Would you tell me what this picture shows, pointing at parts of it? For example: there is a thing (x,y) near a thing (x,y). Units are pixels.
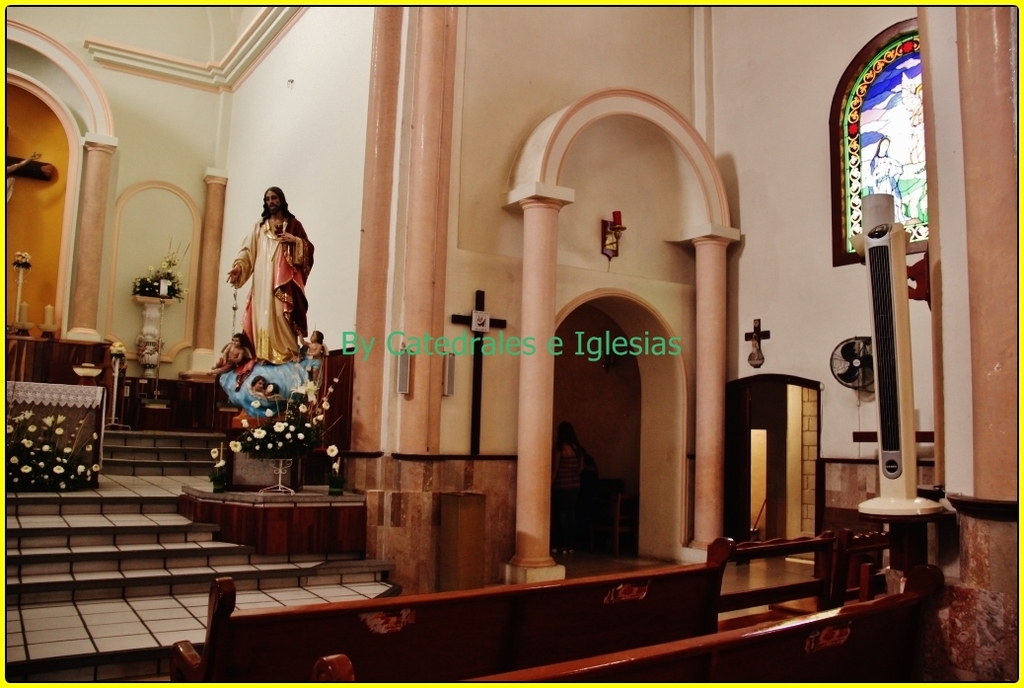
This picture might be taken in a church (332,336) in this image in the center (429,446) there is statue (283,277) pillars (556,240) fans (900,417) cross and on the left side (112,559) there is a staircase (120,528) table (82,433) flower bouquets (180,284) candles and some other objects (161,333) and on the right side (899,67) there is stained glass window (851,171) on the wall (829,205) and at the bottom (455,619) there are some benches (836,605).
